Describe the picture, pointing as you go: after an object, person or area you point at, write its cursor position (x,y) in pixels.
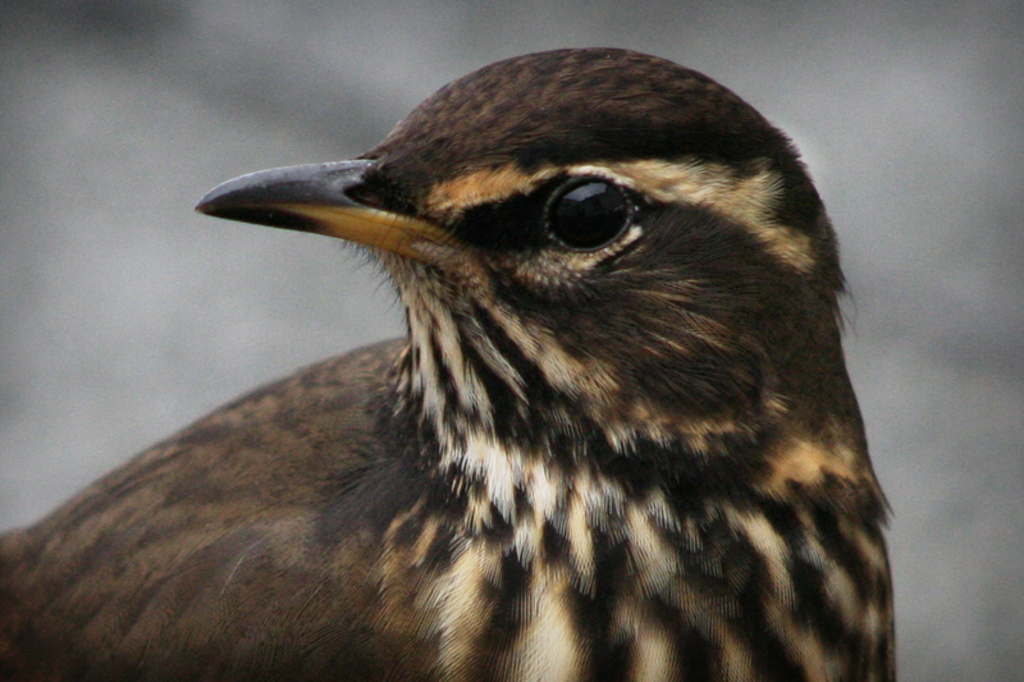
This image consists of a bird (504,512) in brown color. The background (38,283) is blurred. In the front (562,236), we can see an eye (596,230) in black color.
